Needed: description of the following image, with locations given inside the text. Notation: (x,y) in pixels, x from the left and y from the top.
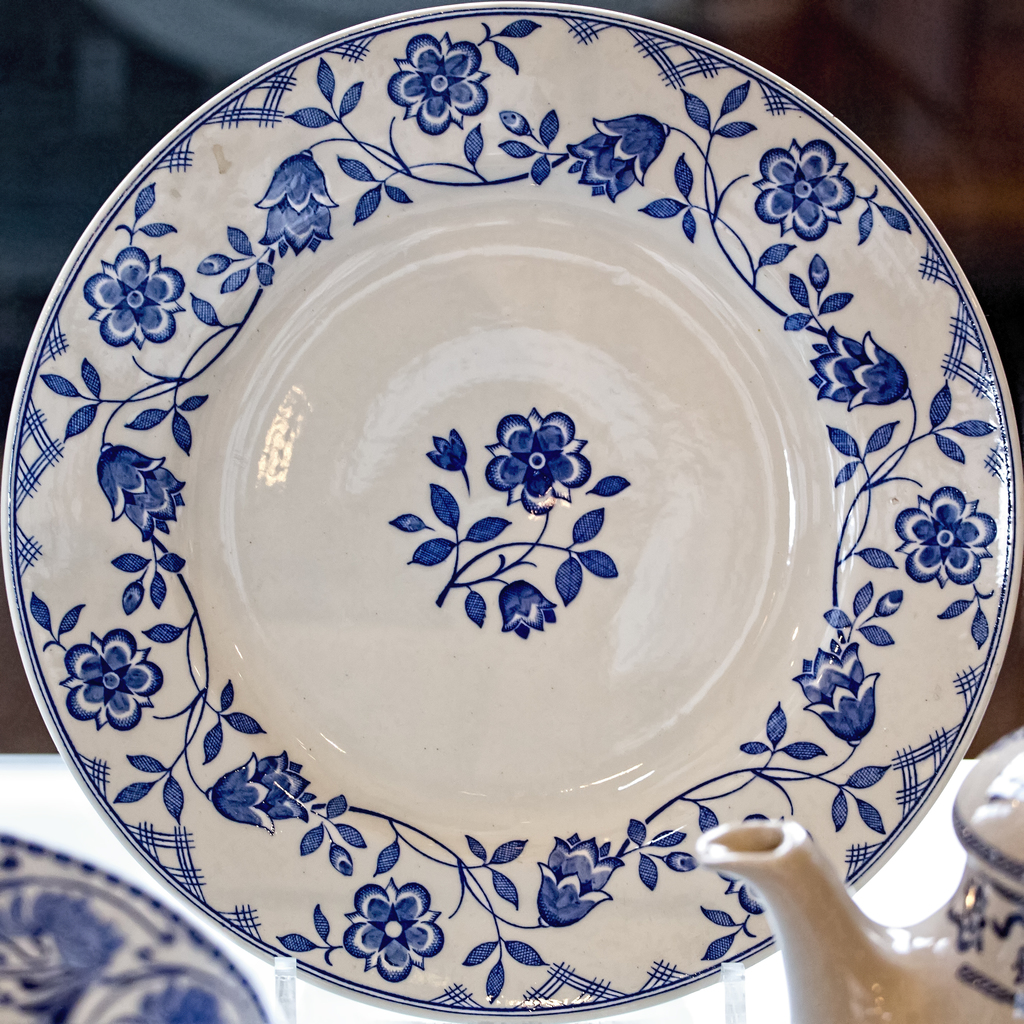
In this image we can see a serving plate (622,466) placed on the stand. In the foreground (790,928) we can see a teapot (943,980).
